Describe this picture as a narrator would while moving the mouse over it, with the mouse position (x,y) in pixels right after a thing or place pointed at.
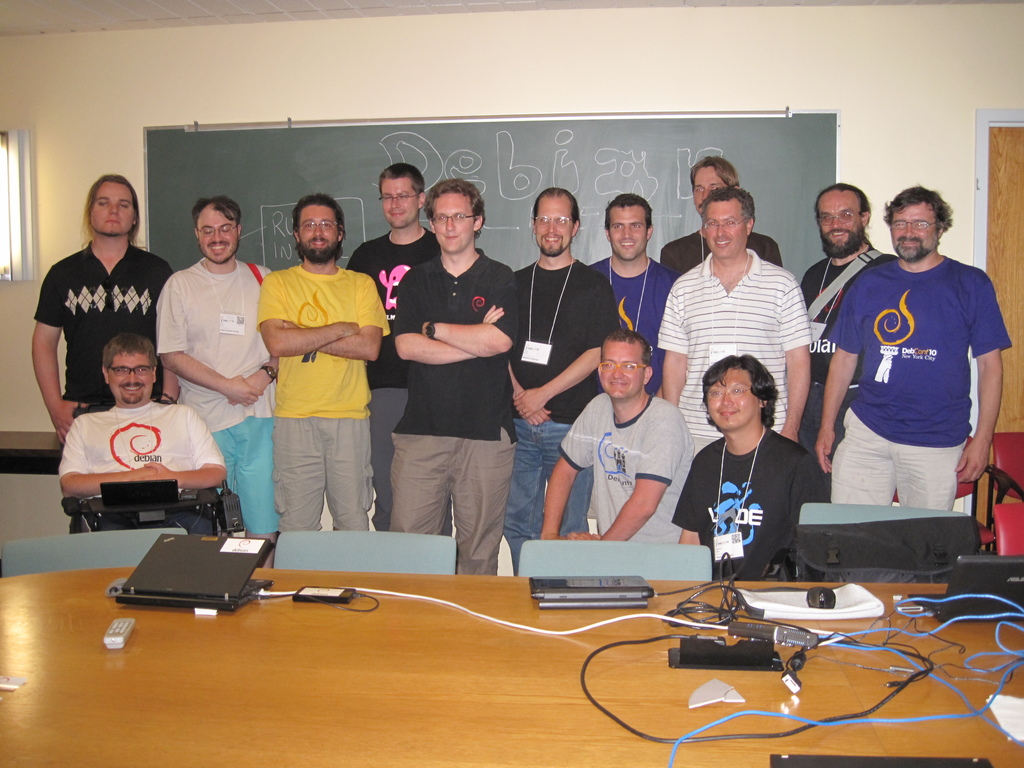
In the image there is a table (572,679) in the foreground (526,579) and on the table (414,608) there are laptops (178,581), wires (695,619) and other gadgets (736,624). Behind the table (350,574) there are empty chairs (812,530) and there are few people (146,307) standing in front of the board (767,121) and behind the board (189,219) there is a wall (914,160).
